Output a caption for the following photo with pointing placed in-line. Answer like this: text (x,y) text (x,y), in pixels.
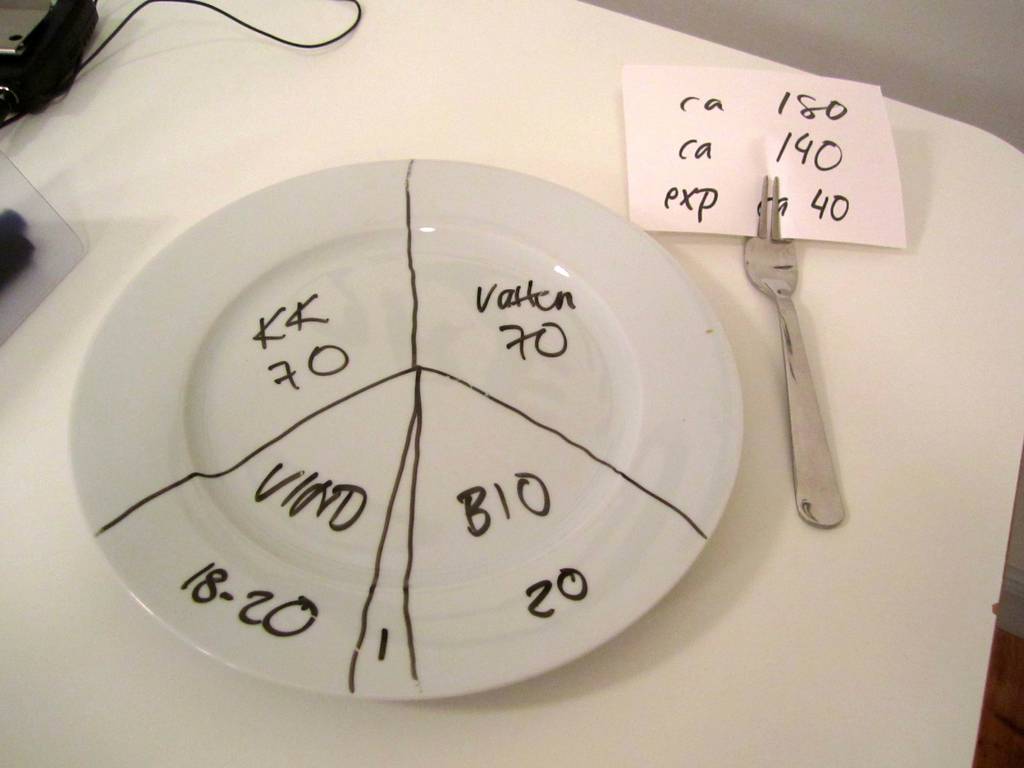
In the center of the image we can see one table (785,490). On the table (120,107), there is a plate (643,311), one fork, one paper (806,133), wire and few other objects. And we can see something written on the paper (693,162).
